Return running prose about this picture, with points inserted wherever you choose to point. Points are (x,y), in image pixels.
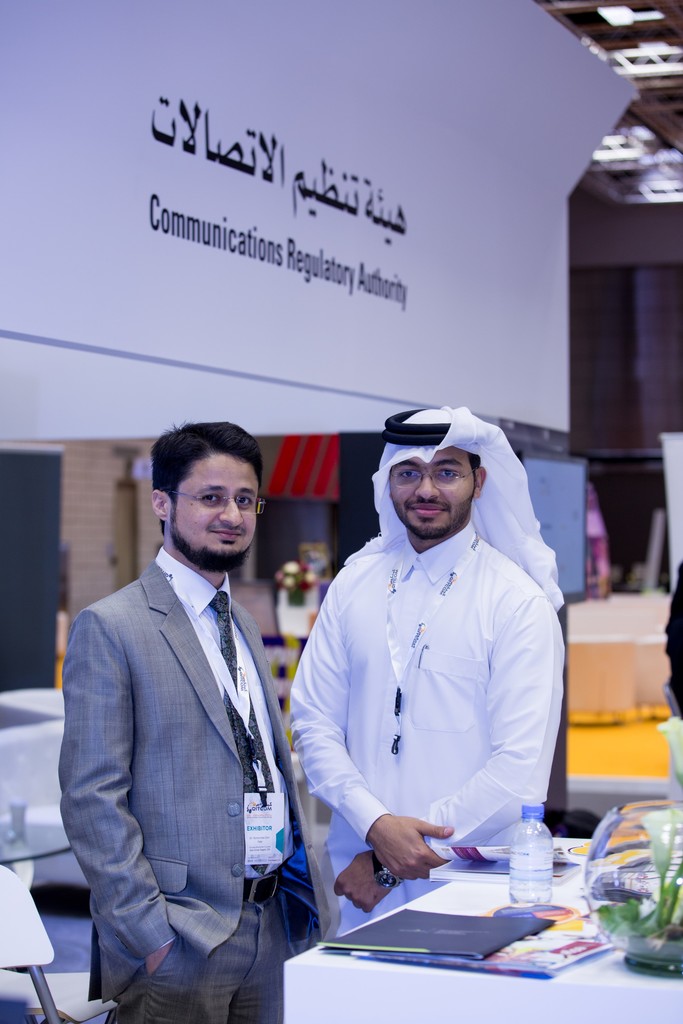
In this picture we can see two men (359,779), they both are smiling and they wore spectacles (249,497), in front of them we can see a bottle (530,861), file (413,917) and a flower vase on the table (440,902), in the background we can see few tables (624,668) and lights (644,129).
